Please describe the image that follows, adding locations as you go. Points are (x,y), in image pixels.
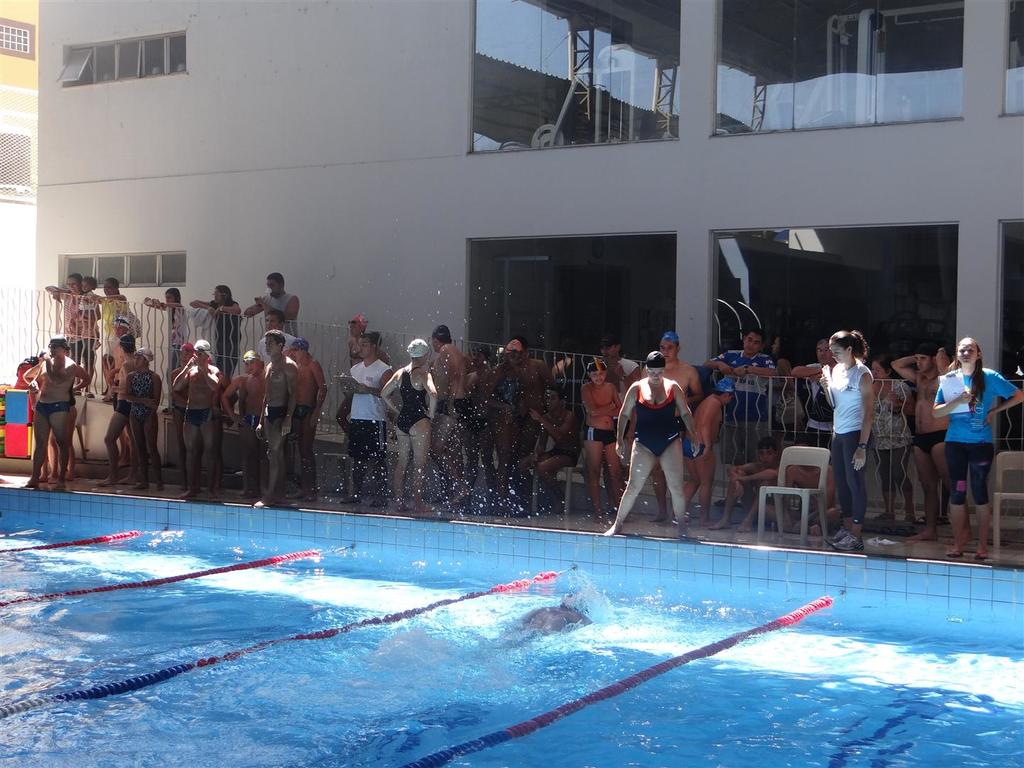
In this picture I can see swimming pool (553,695) in which we can see a person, side few people (632,455) are stand and watching and also we can see some chairs (571,469), buildings (345,175).
